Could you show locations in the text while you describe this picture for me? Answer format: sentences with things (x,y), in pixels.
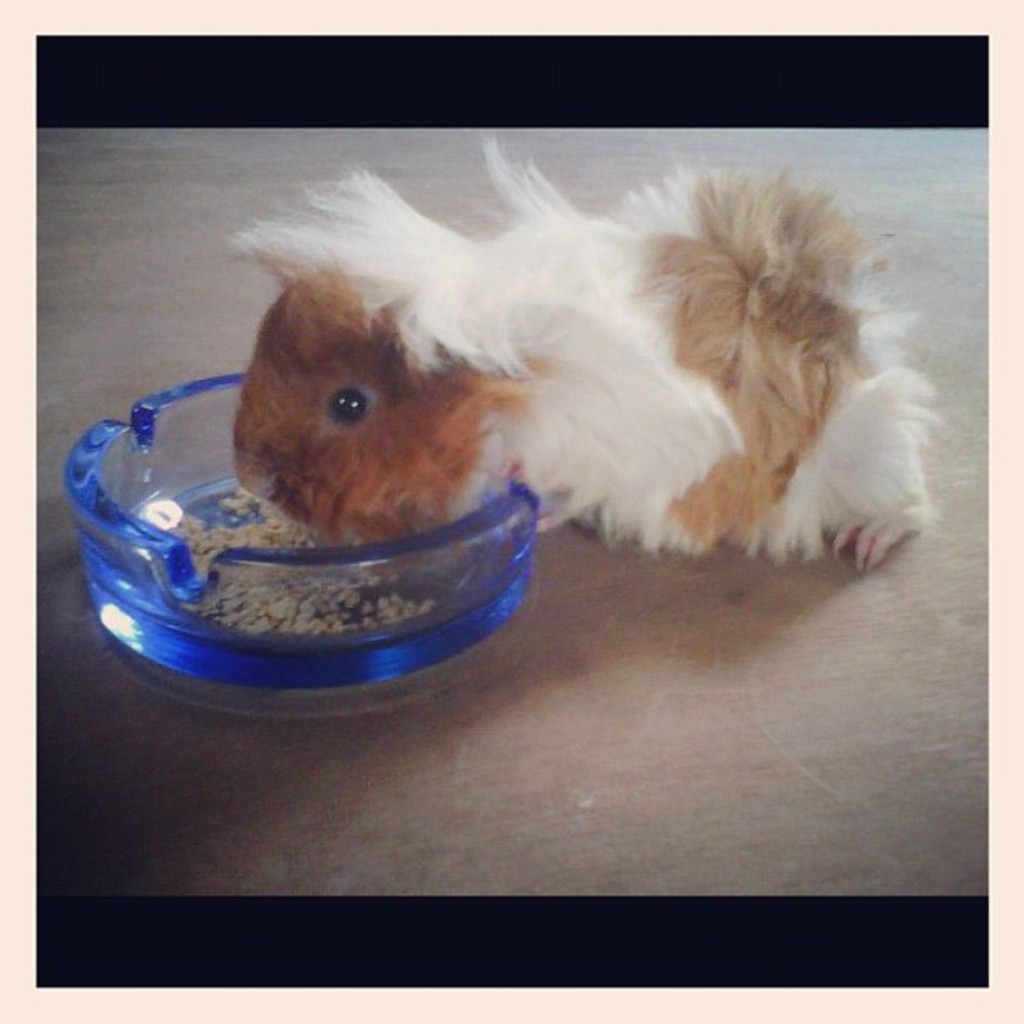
The Guinea pig (428,458) is highlighted in this picture. It is in brown and white color. As we can see it is eating her food (340,598). In-front of this Guinea pig (358,408) there is a bowl (289,601) in blue color. Inside the bowl (298,561) there is a food (317,598) of the Guinea pig (400,447).
